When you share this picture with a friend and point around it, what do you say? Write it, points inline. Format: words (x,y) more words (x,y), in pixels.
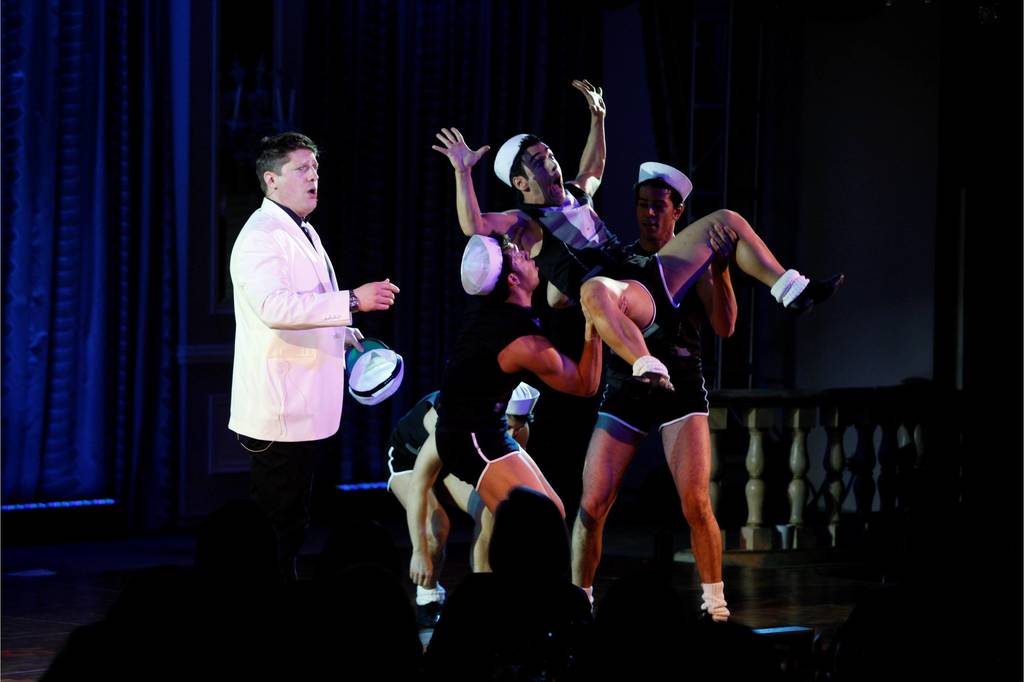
There are persons (555,255) in different color dresses (570,208) performing a performance on a stage (844,588). In front of them, there are persons (923,582). In the background (425,64), there is a violet color curtain (413,67). And the background (264,63) is dark in color.
